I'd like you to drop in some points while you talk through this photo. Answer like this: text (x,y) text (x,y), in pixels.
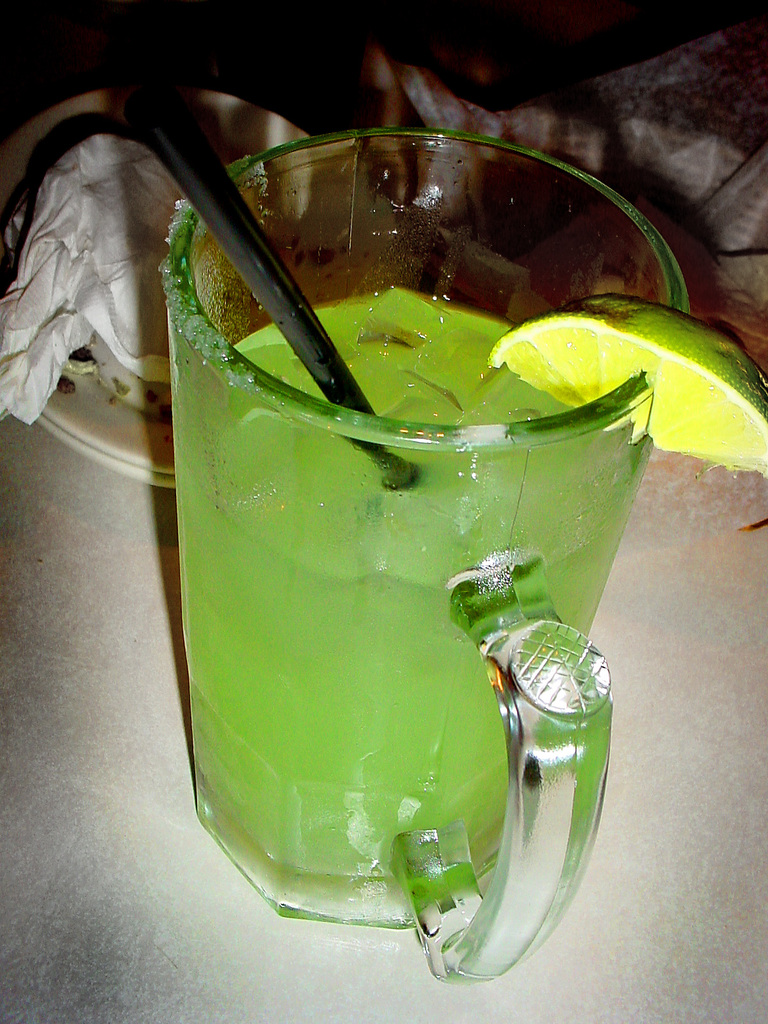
In this picture we can see a lemon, glass (383,853) with a straw (170,110), drink (369,575) in it and this glass (325,530) is on the surface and in the background (114,312) we can see plates (52,423), tissue paper (102,145) and some objects (694,226).
